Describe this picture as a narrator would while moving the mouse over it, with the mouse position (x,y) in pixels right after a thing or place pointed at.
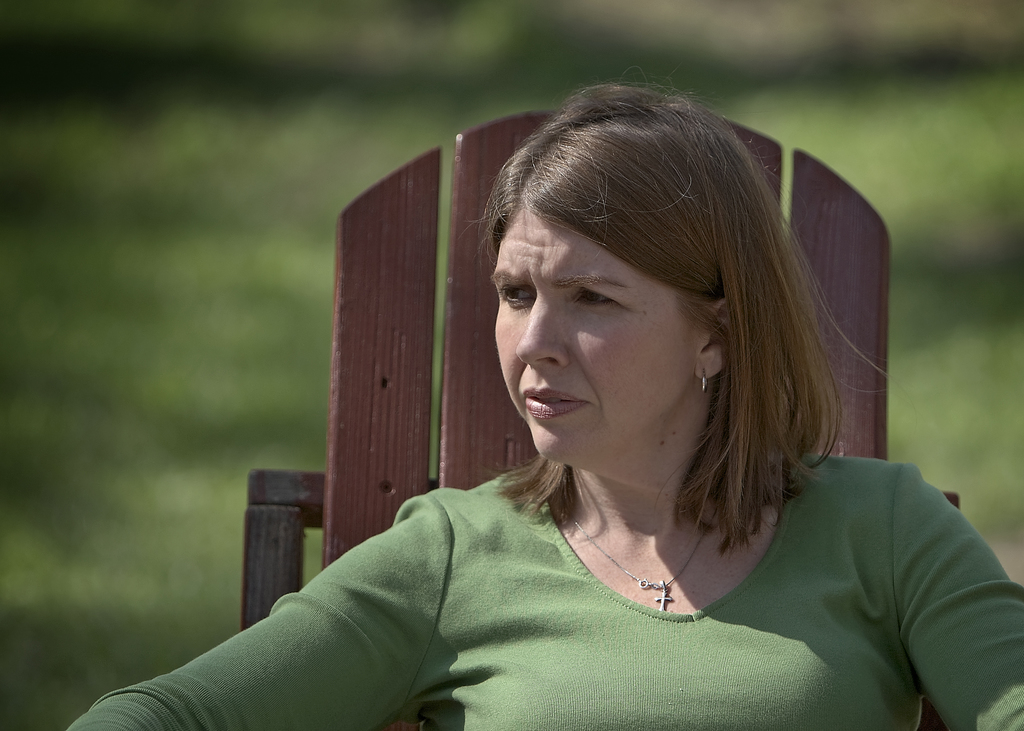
In this picture we see a woman (917,503) seated on a chair (777,190). She wore a green color T-shirt (960,710).
